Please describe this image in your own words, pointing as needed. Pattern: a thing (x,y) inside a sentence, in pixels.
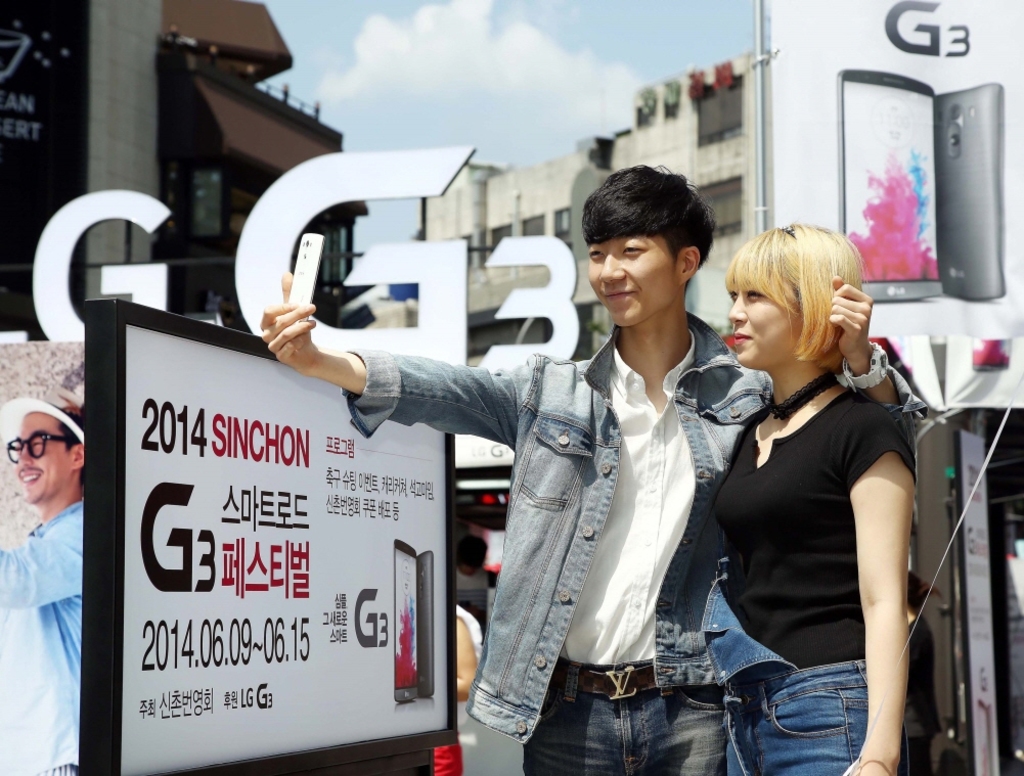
In the foreground of this image (707,690), there is a couple (646,643) standing and the man (539,438) is holding a camera (299,301) and taking selfie. In the background (330,459), there are boards (207,444), banners (933,184), few cardboard letters (438,282), buildings (505,280), sky (545,70) and the cloud (521,65).
